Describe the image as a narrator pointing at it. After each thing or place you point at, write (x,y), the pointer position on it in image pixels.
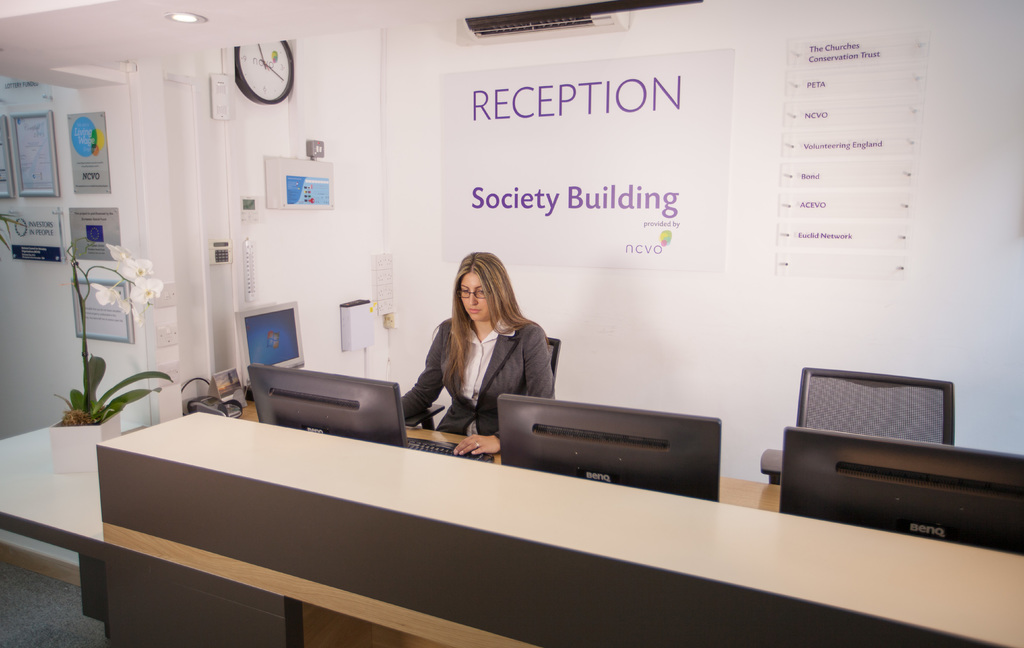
In this picture we can see women (488,364) wore blazer (503,343), spectacle (466,291) sitting on chair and in front of her we have monitor (331,408), key board (425,442) and at back of her we can see banner (517,133), wall (416,163), clock (245,58), flower pot (84,428) with plant (91,374) in it, frames (50,162).
